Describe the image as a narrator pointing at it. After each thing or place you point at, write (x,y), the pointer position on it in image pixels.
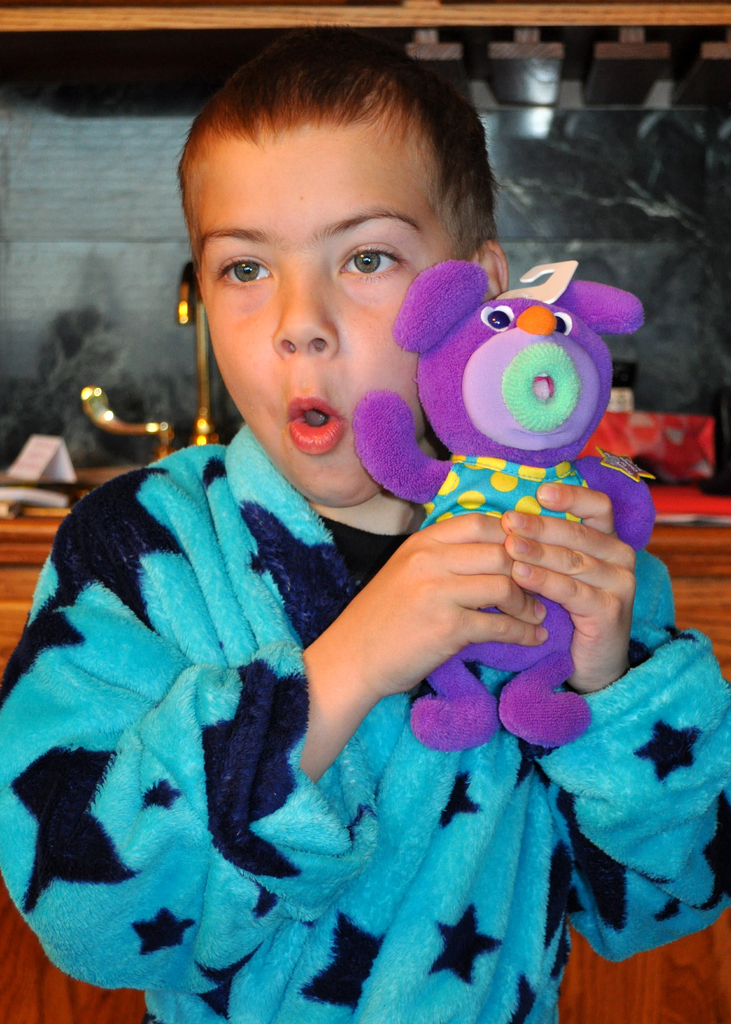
In this image there is a kid (509,815) holding a toy (505,458) in his hands (446,574), in the background (53,482) there is a wooden table (56,514), on that there are few items (700,511).
